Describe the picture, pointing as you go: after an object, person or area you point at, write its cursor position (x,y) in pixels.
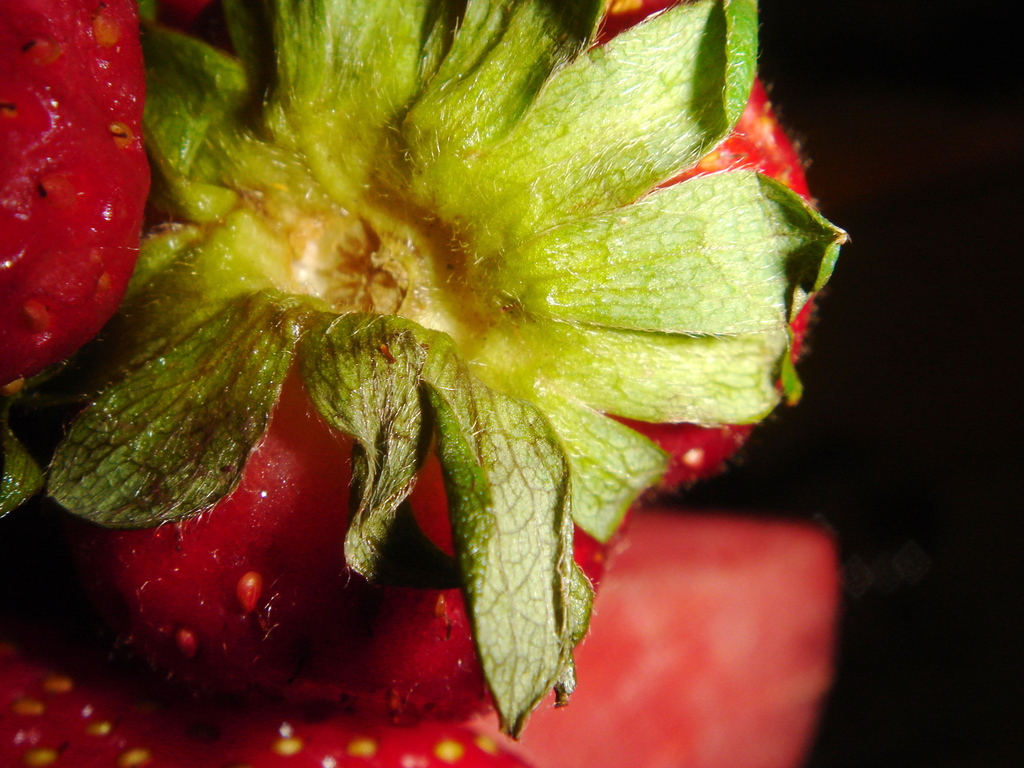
On the left side of this image (157,491) I can see few strawberries (273,567) along with the leaves (395,412). The background (894,658) is in black color.
